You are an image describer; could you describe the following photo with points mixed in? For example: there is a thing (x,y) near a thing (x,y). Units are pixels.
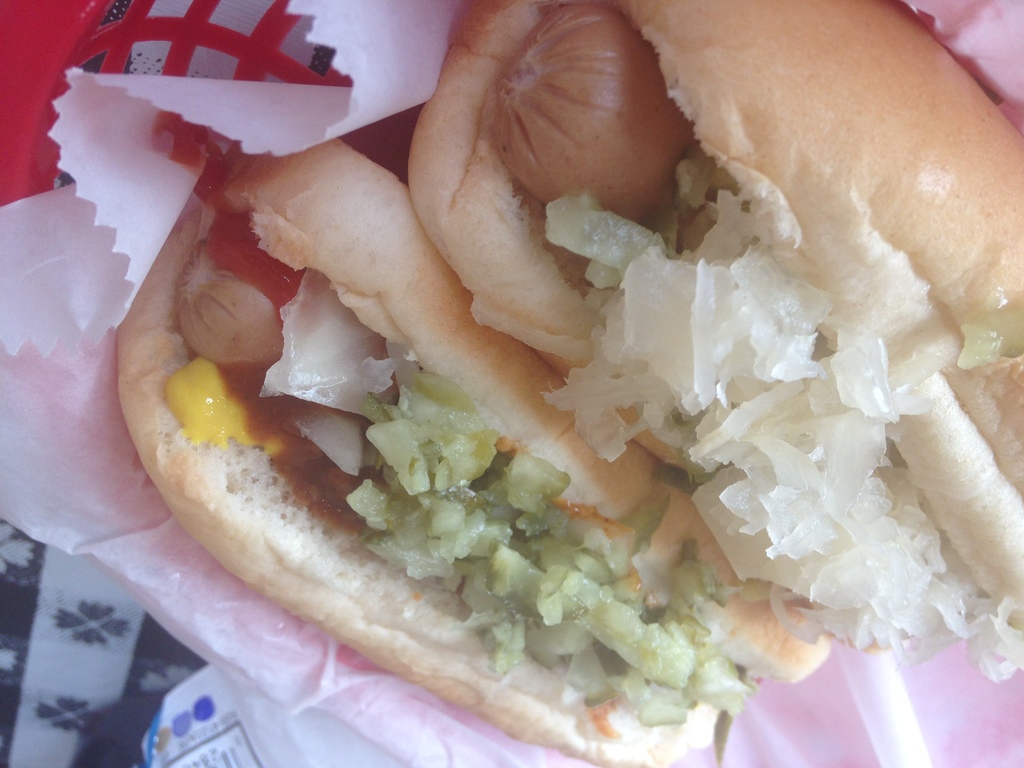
In this image we can see a food item (618,324) on the paper (152,255), there is a red color object (68,54) and a cloth (139,693).
